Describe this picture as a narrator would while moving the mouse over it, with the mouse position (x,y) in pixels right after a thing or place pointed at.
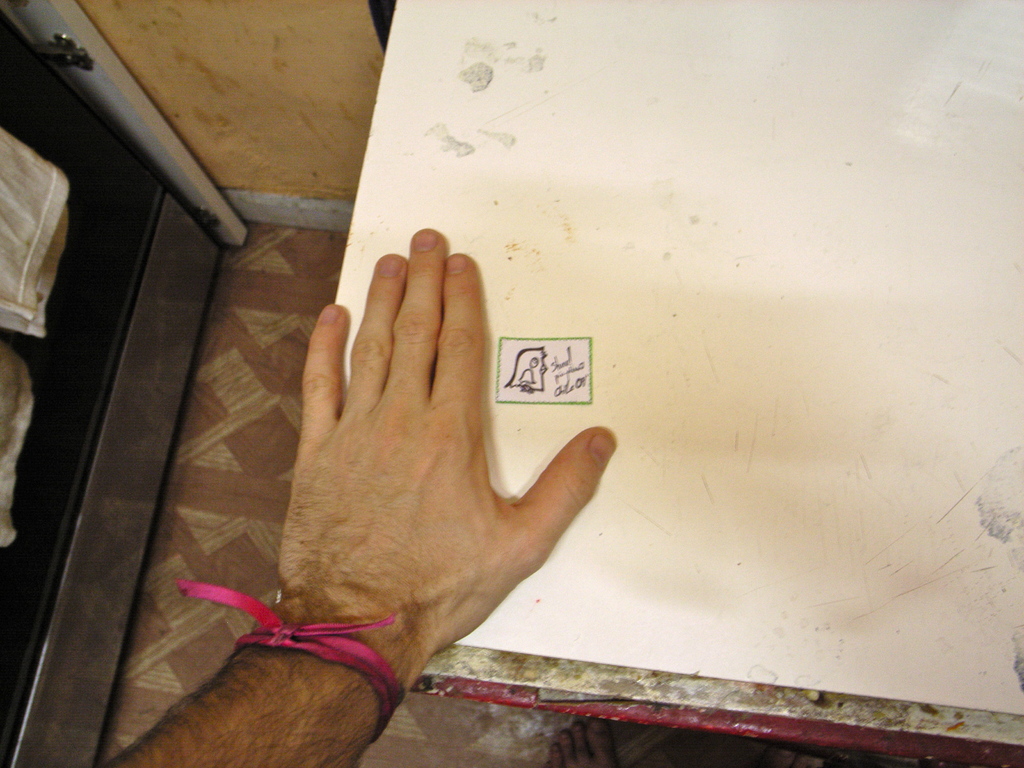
In this picture we can observe a white color table (665,255) on which there is a human hand (340,477). We can observe a pink color ribbon (391,701) tied to this hand (234,737). There is yellow color wall (213,78). On the left side (31,278) we can observe a white color cloth (24,254).
